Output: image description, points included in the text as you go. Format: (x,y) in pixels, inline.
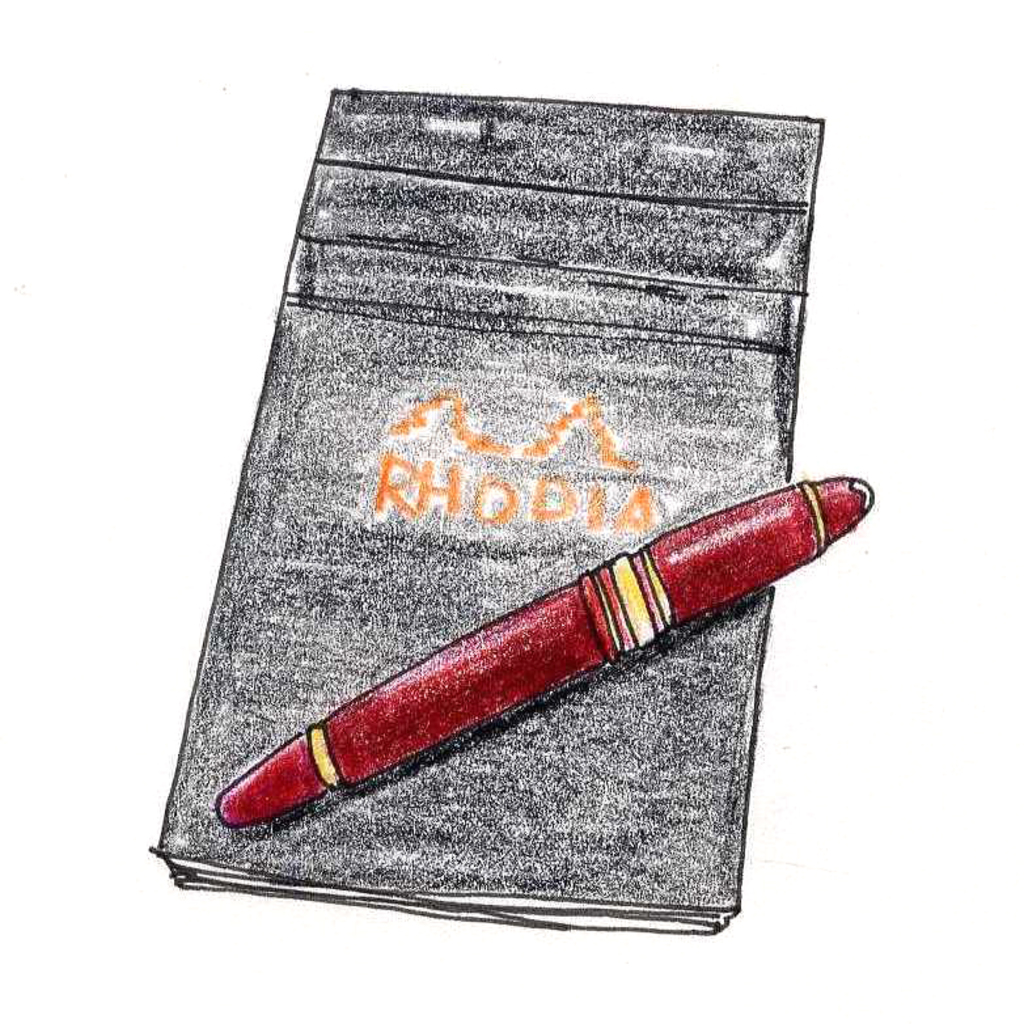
This is the painting image where there is a book (377,552) with some text (387,500) written on it and there is a pen (471,661) on the book (400,643).
